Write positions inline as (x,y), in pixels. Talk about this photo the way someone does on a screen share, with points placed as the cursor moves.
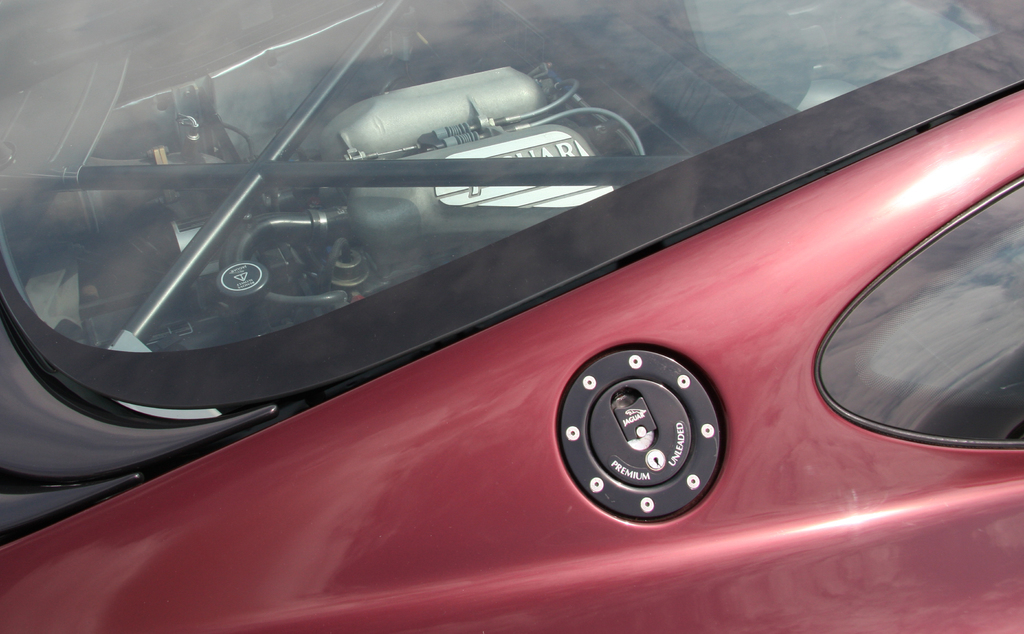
In this picture we can see a car (605,288), from the glass (395,159) we can find few cylinders (365,127).
